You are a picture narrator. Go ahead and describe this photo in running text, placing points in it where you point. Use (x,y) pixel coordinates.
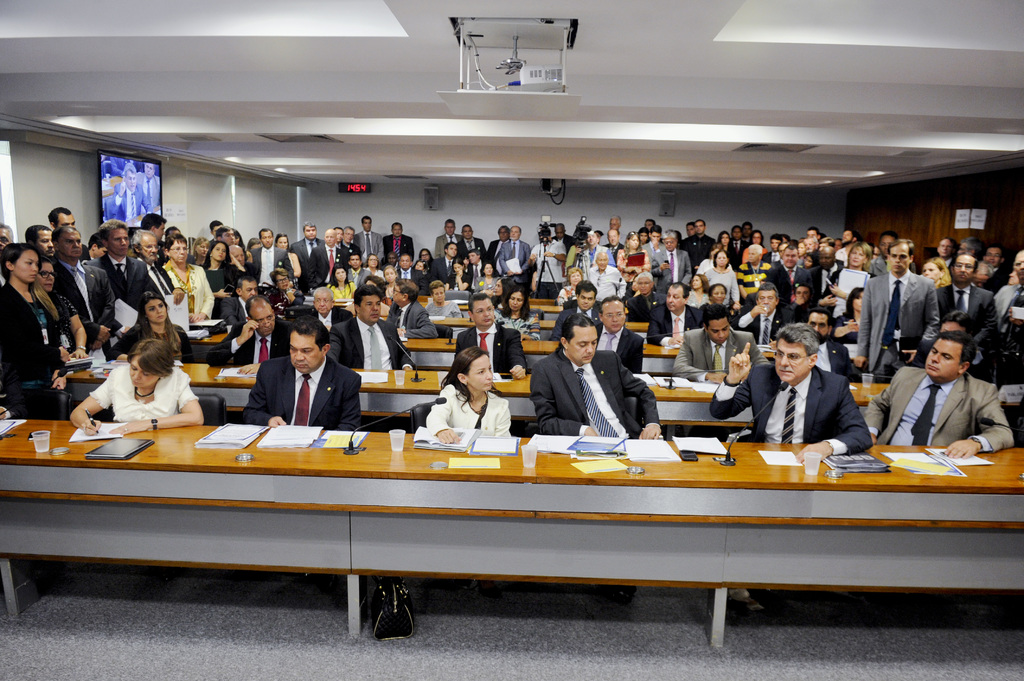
This picture shows some people (773,412) sitting on the table (741,455) and most of them are standing and backdrop (367,184) there is a projector (462,69) and there is a clock (347,188).
